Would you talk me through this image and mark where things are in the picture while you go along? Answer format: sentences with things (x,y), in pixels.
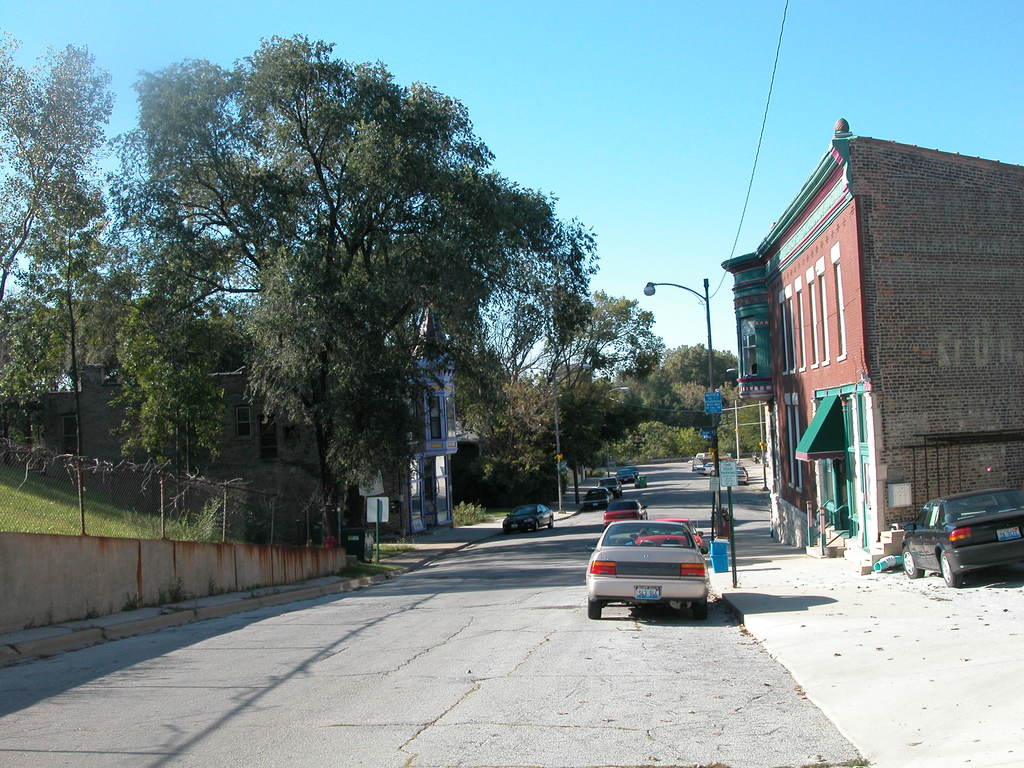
This image is clicked on the road (639,611). There are cars (652,579) parked on the road (566,546). To the left (227,299), there are trees (269,321). To the right (775,372), there is a building (798,454).
